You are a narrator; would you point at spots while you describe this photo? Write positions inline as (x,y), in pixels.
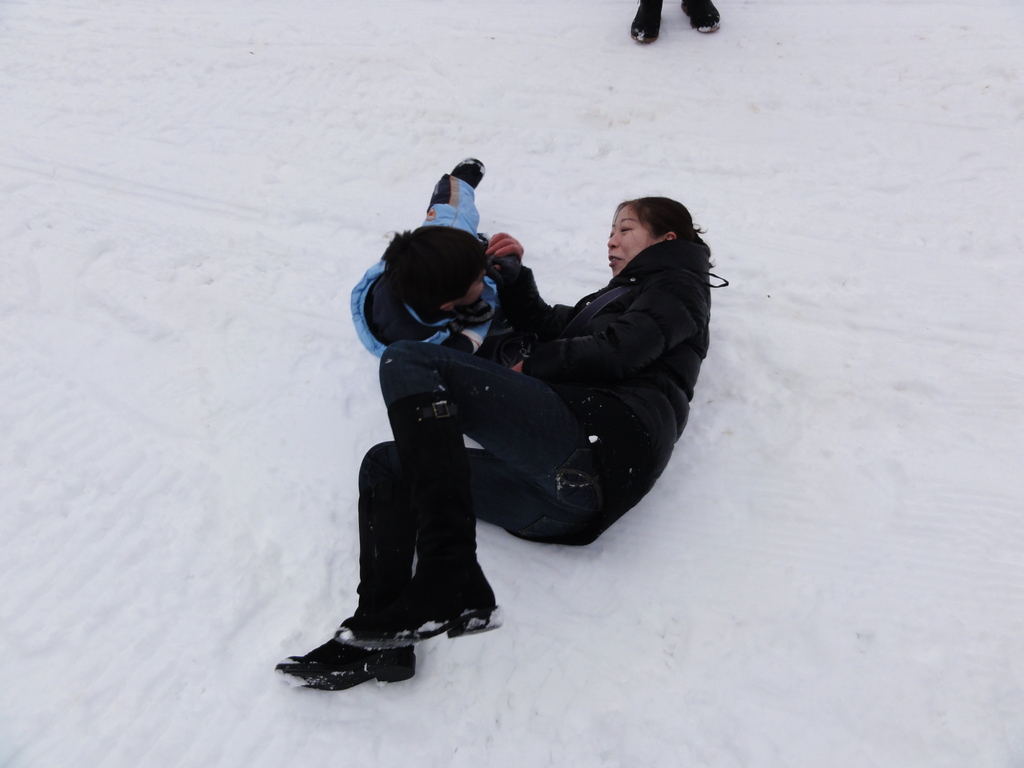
In this Image I see the ground (117,67) covered with snow (800,697) and I see the woman (431,461) and the boy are on the ground (349,403) and both of them are staring at each other.
